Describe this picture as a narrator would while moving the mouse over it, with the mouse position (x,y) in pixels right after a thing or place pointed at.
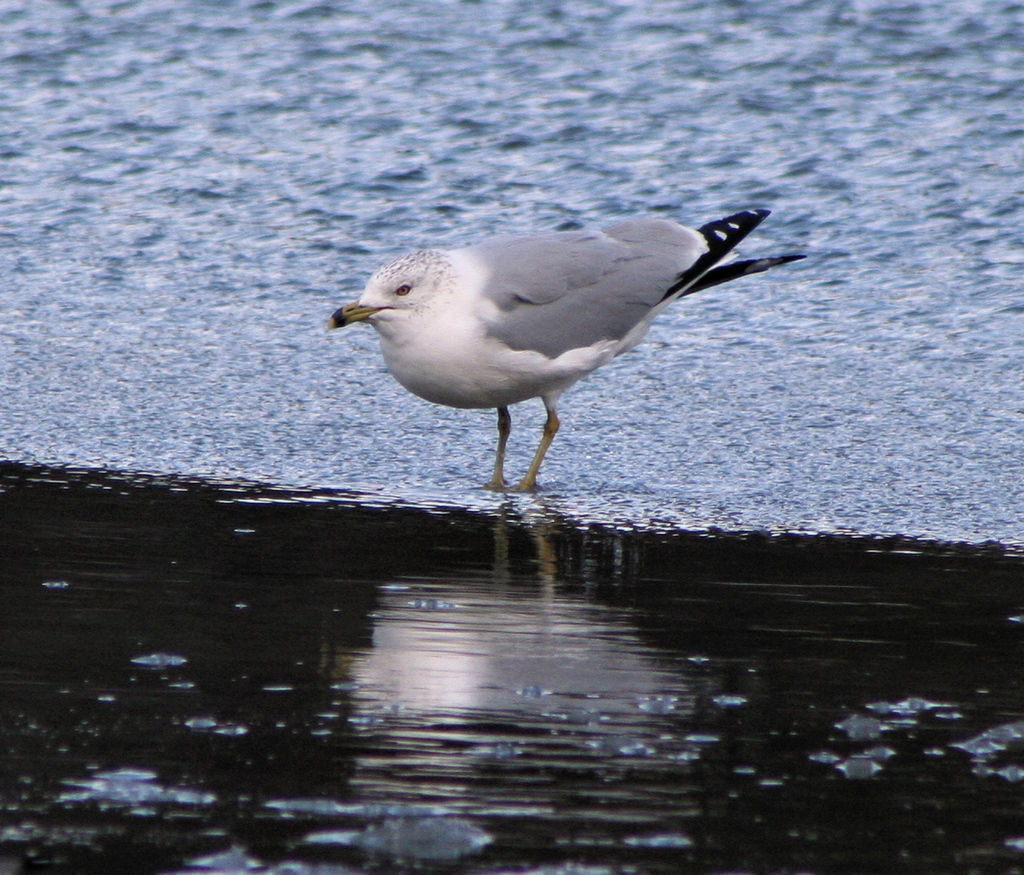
In this image we can see a bird (439,262) standing on the ice (520,406).
